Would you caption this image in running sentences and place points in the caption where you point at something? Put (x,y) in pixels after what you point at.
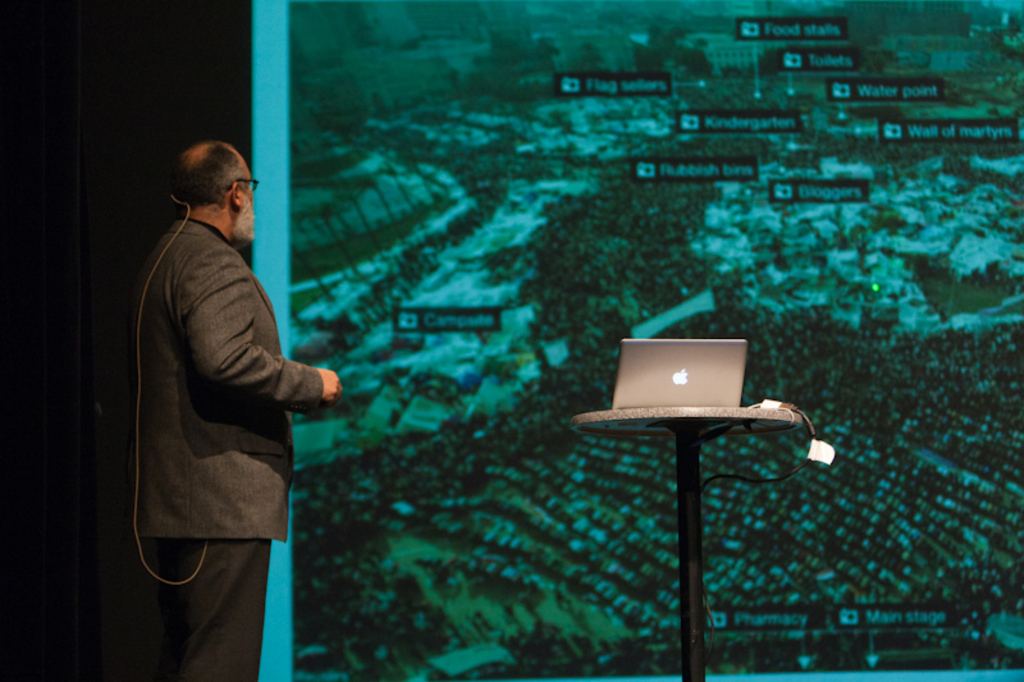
Here we can see a man (242,371) and he is in a suit (242,411). There is a laptop (677,395) on the table (678,443). In the background (659,132) there is a screen (850,546).
